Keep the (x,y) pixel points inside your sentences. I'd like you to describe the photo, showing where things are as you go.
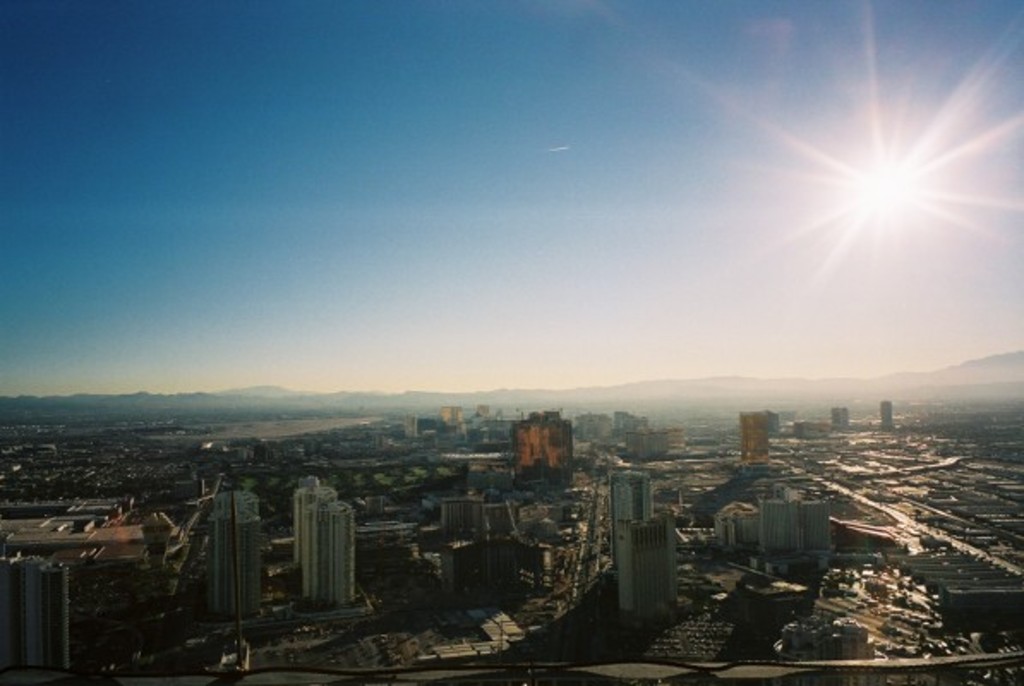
In front of the image there are buildings (803,497). In the background of the image (114,400) there are mountains (345,398). At the top of the image (705,227) there is sun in the sky (413,222).
